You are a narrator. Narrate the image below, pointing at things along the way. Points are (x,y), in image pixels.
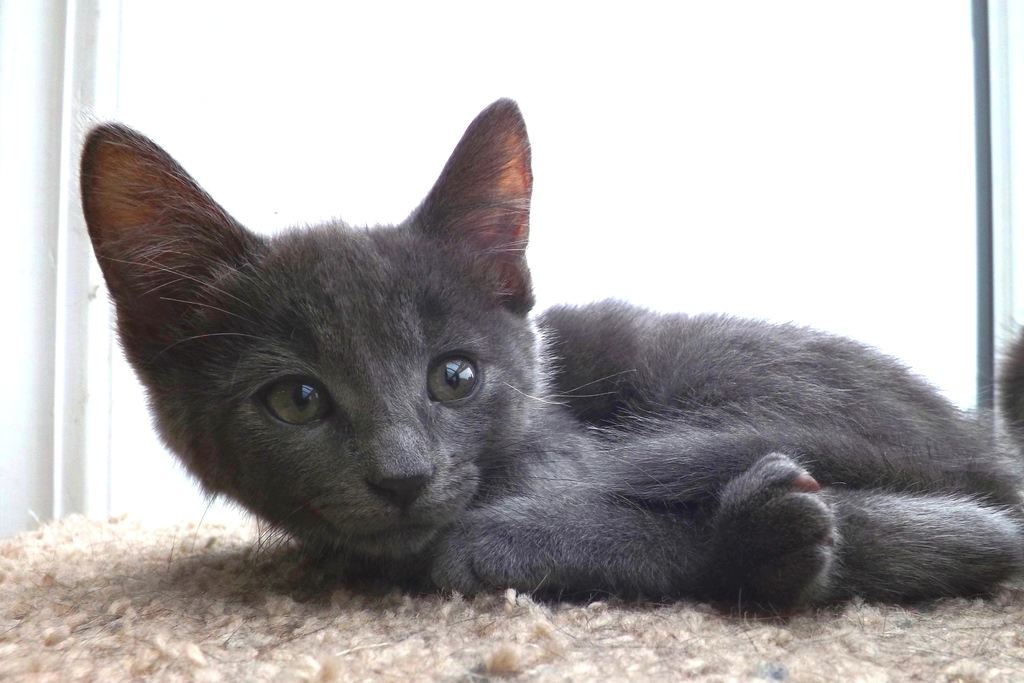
There is a grey kitten (561,470) and a white background (650,150).
